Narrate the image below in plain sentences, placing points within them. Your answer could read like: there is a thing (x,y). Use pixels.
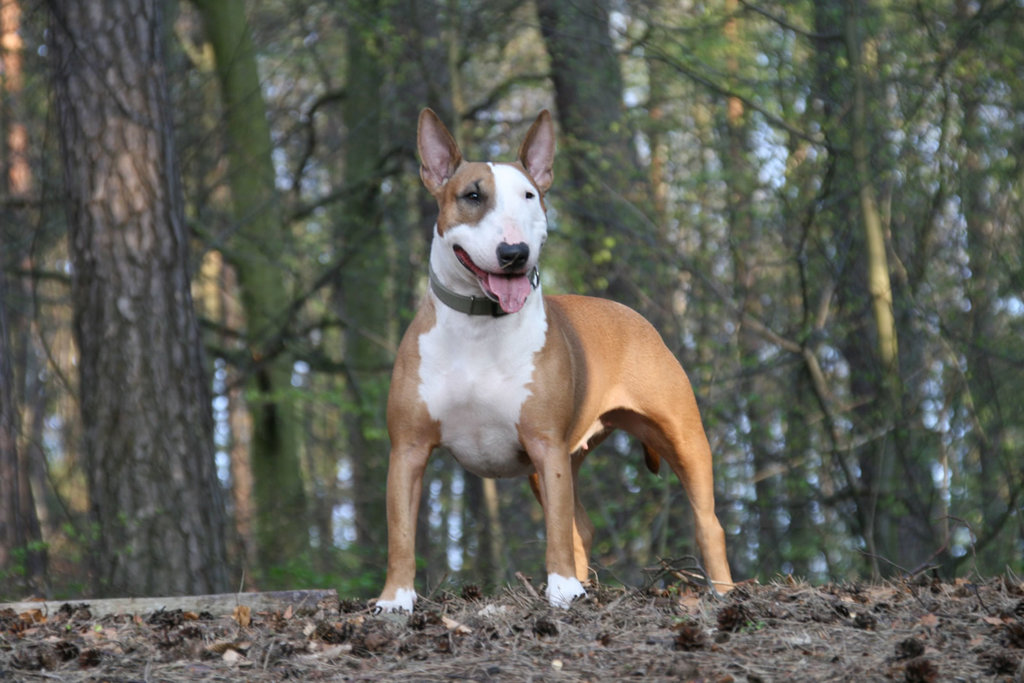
In this image in the center (440,429) there is one dog (703,531) and in the background (820,312) there are some trees (384,156), at the bottom (520,627) there is some scrap (405,627).
